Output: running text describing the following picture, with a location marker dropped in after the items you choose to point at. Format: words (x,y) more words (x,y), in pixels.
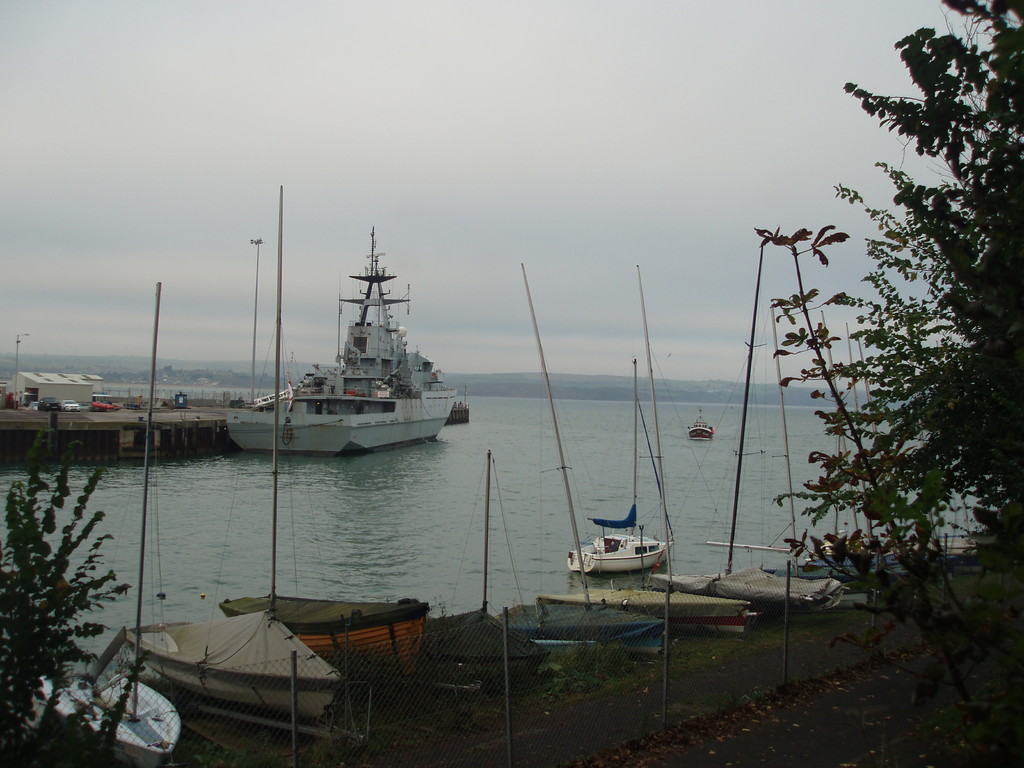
In this image we can see a few ships (401,368) and boats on the water (516,464), there are some other boats (697,609) on the ground (411,735), we can see there are some trees (55,650), poles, houses (66,379), mountains (113,375) and the sky (313,133).
